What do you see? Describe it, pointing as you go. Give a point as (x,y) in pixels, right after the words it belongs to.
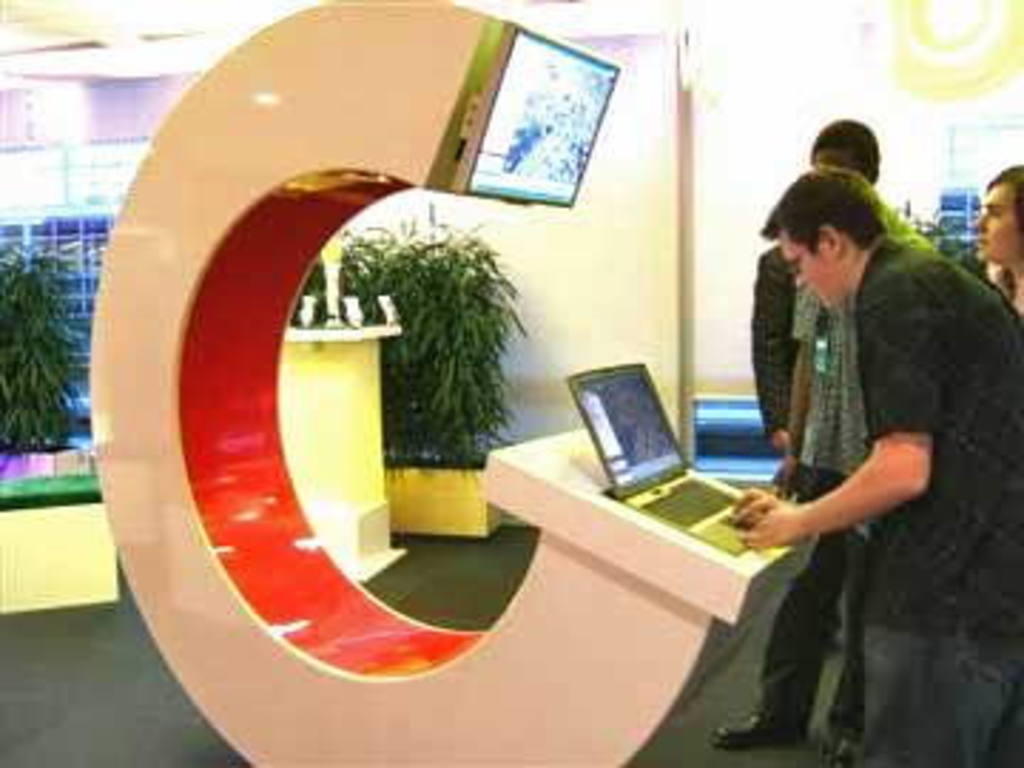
On the right side of the image (973,490) we can see three persons (854,251) are standing. And the front person (871,424) is working on the laptop (728,511). In front of them, we can see one c shape architecture (398,138). On the architecture (551,576), we can see one laptop (633,472) and monitor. In the background (647,171) there is a wall (596,243), plants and a few other objects (51,224).
